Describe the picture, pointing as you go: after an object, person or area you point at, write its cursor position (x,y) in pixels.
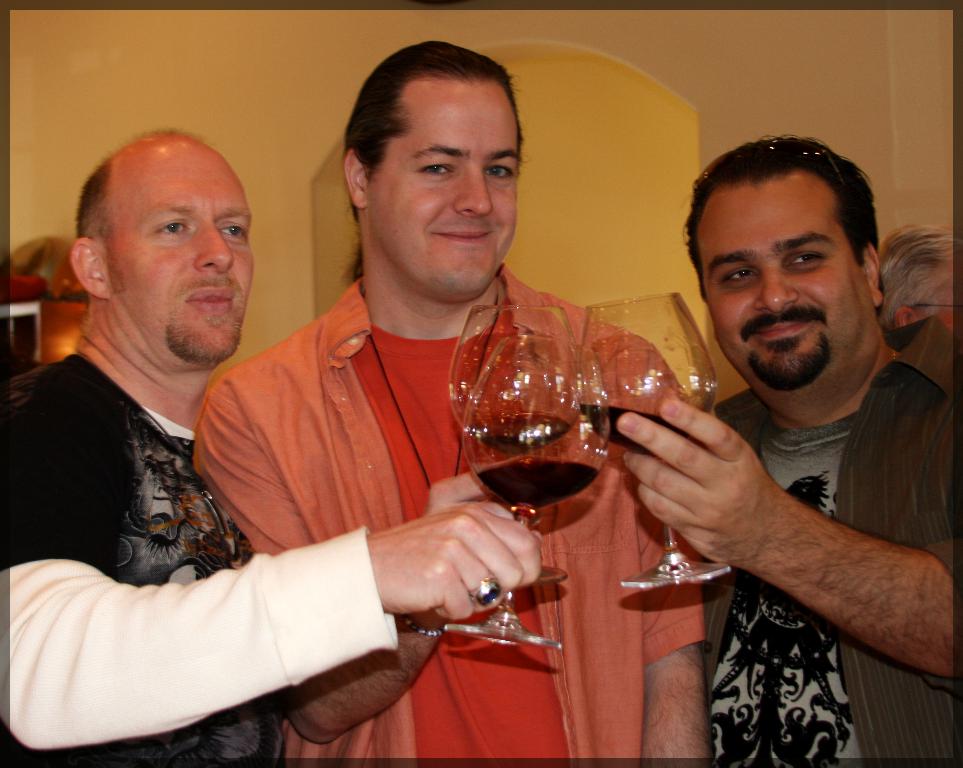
In the foreground of the picture (483,631) there are three people (675,453) standing and holding glasses (547,431). In the background (622,35) there is a wall (719,98).
